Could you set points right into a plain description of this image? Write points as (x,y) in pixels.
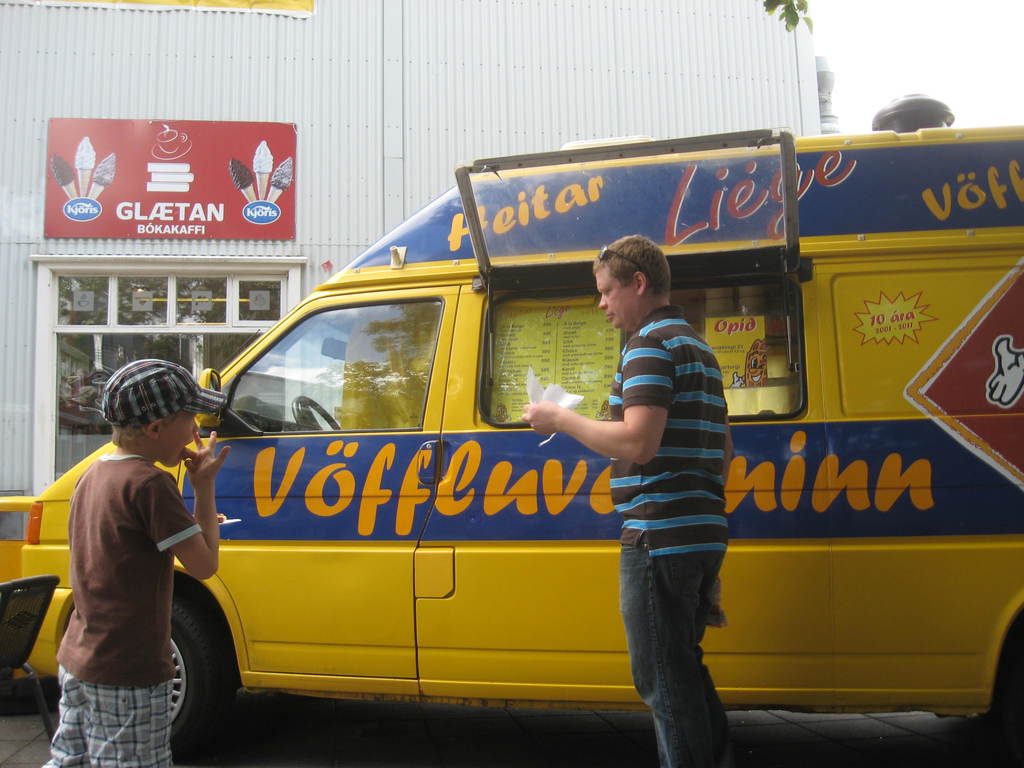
In this image, on the left side (108,647), we can see a boy (115,662). In the middle of the image (675,401), we can see a man (666,372) holding a paper (560,394) in his hand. In the background (529,282), we can see a vehicle (973,385), building (589,40), glass door (126,309), board (228,129) with some pictures (169,170) and text (160,209) written on it and a sky (895,88).
